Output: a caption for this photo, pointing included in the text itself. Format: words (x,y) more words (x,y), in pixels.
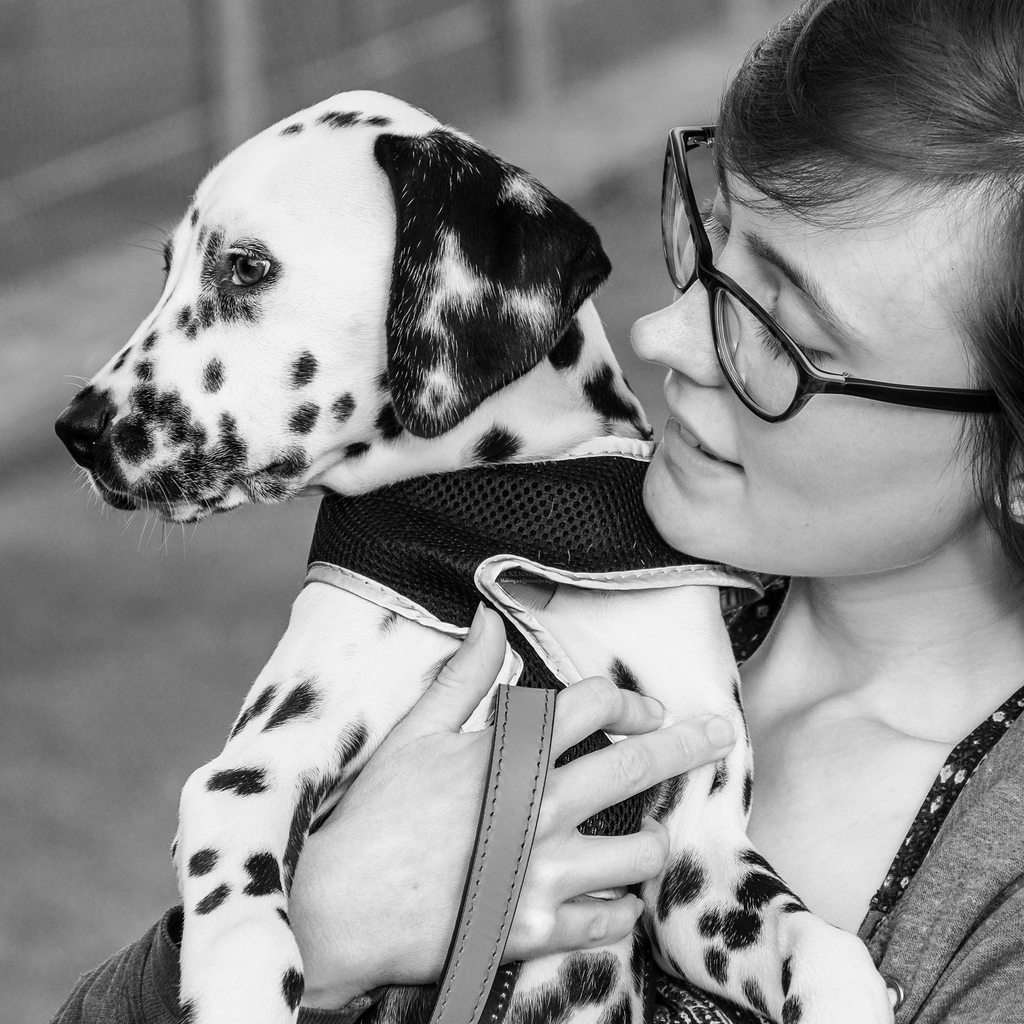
In this picture I can observe a woman (775,216) holding a dog (361,699) in her hand (363,850). She is wearing spectacles (712,281). This is a black and white image.
